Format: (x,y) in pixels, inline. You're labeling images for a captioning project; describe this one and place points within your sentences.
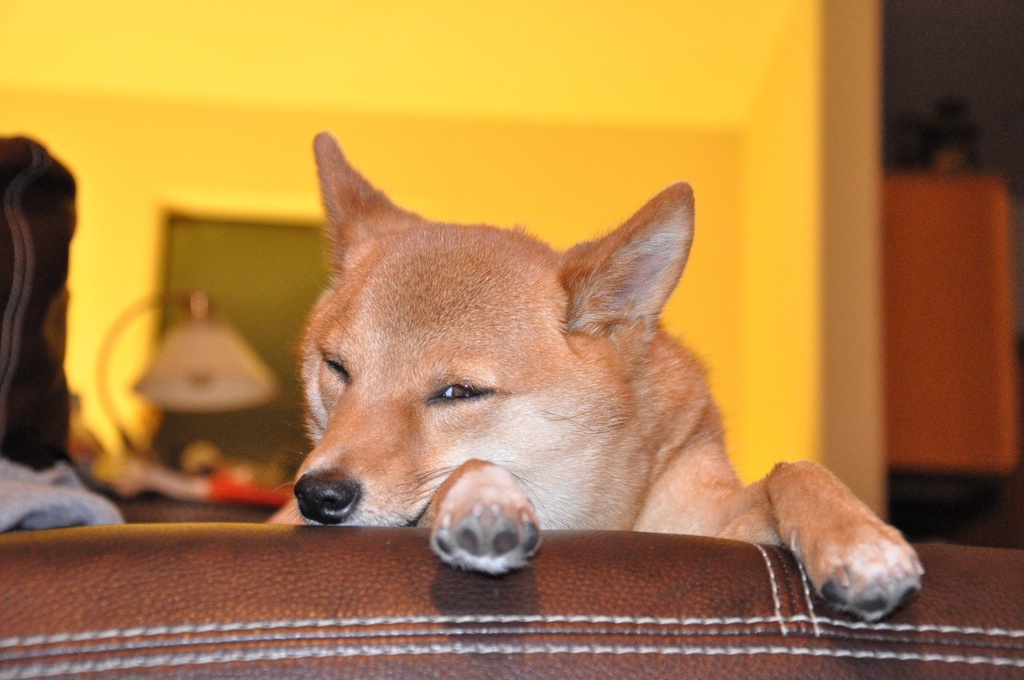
In this image I can see a dog (366,424) on a couch (521,604). In the background (249,251), I can see a monitor (269,343) is placed on a table (179,509) and also there is a lamp (168,384). On the left side (81,499), I can see a cloth (18,505) which is placed on this couch (74,582).
